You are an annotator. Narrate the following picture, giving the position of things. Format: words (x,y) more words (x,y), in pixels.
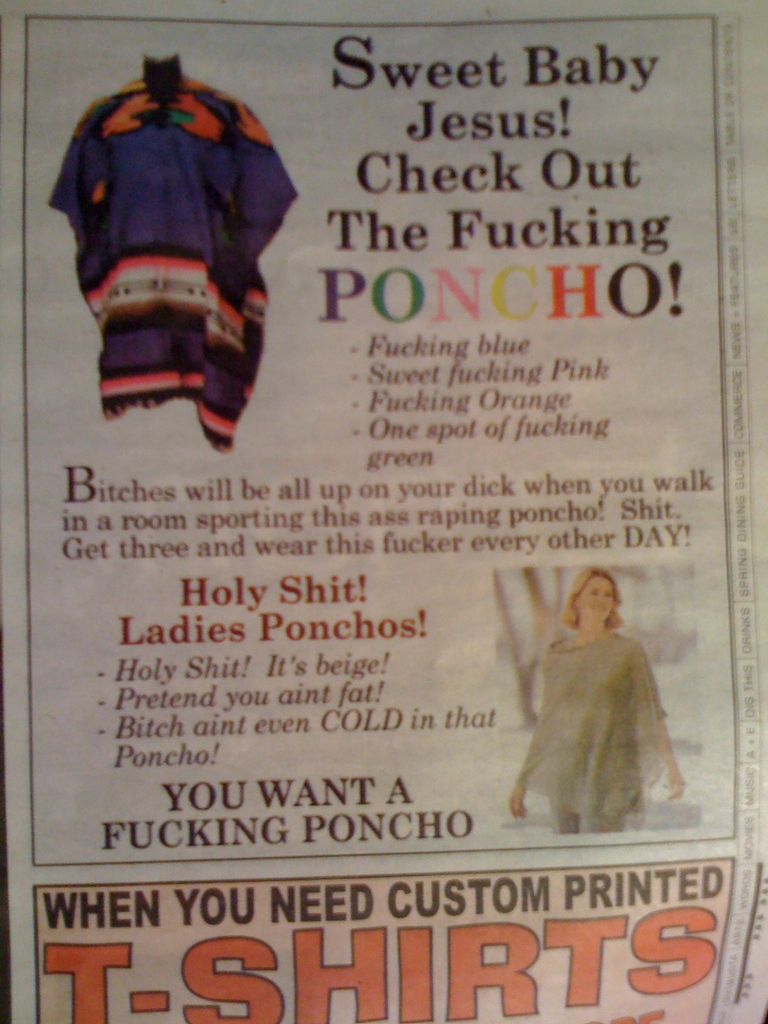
In this picture I can observe a poster (426,790). In this poster (277,499) I can observe some text (261,596). The background (317,368) is in white color.
